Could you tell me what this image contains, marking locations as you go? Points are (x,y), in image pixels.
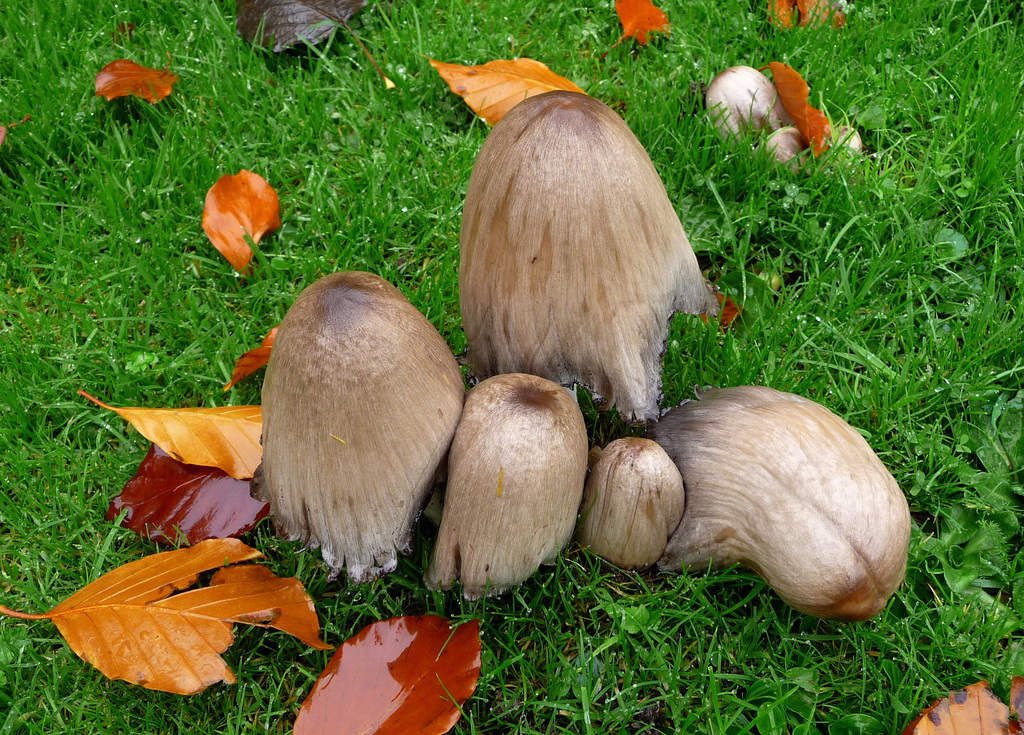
In this image there are mushrooms (652,458) on the ground (577,654). There are dried leaves (255,183) and grass (328,222) on the ground (368,668).
